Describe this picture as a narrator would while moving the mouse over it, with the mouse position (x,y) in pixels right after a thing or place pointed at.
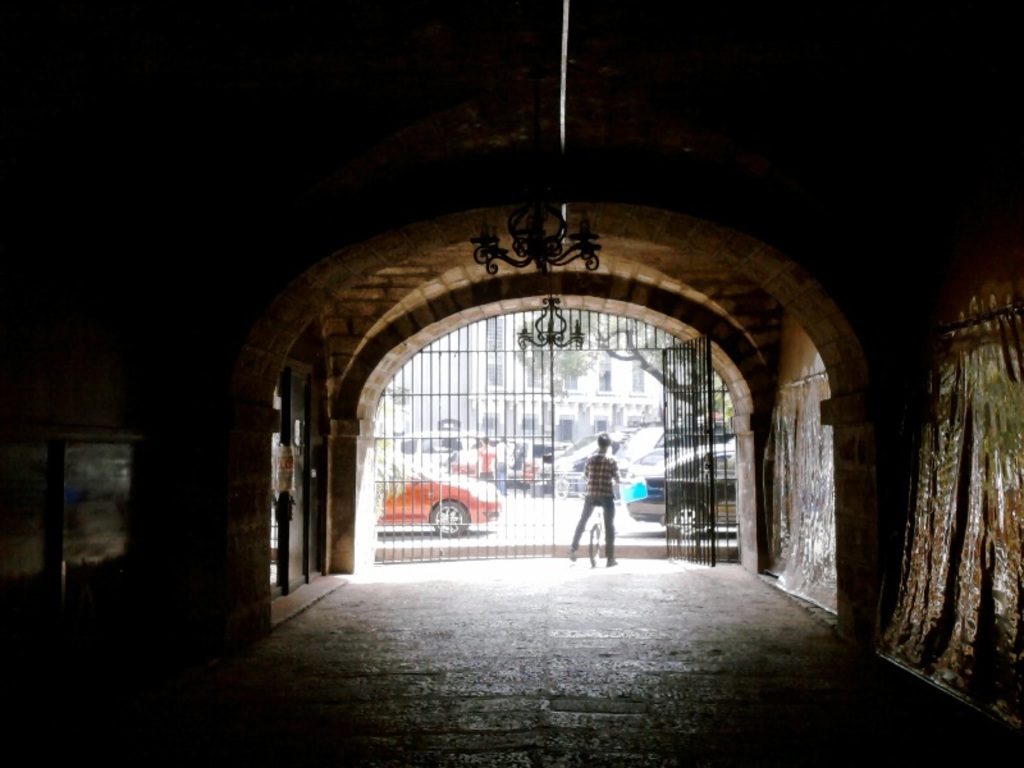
In this image there is a building (605,393), there are windows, there are doors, there is road (510,523), there are cars (491,511) on the road (530,533), there are persons (486,471) walking on the road (505,499), there is a bicycle (592,545), there is a man (589,501) standing with the bicycle (595,525), he is holding an object (644,494), there is a gate (695,427), there is a wall (928,463) towards the right of the image (915,451), there is a wall (158,495) towards the left of the image (181,511), there is a roof (504,99) towards the top of the image (579,101), there is an object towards the top of the image (543,186), there is ground (516,681) towards the bottom of the image (530,674).
